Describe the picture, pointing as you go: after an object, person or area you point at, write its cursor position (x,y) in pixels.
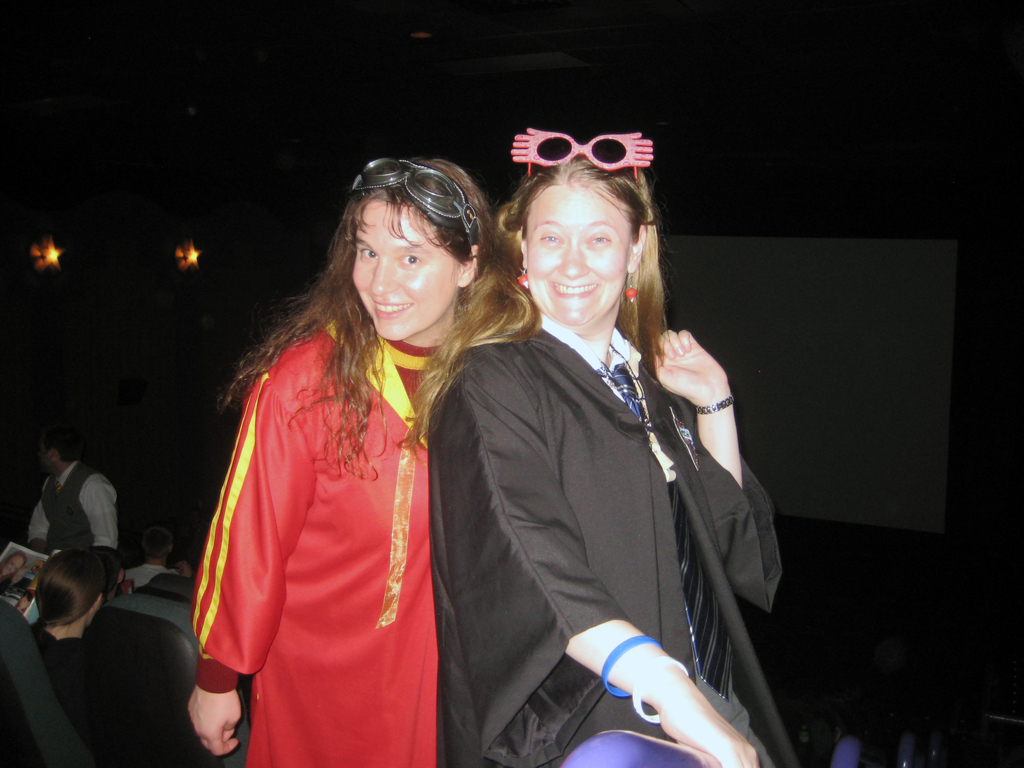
On the left side (334,279), there is a woman (343,334) in red color coat (360,553), smiling and standing. Beside her, there is another woman (698,346) in black color coat (551,401), smiling and standing. In the background (54,451), there are other persons (94,561) and there are lights (183,261). And the background (26,234) is dark in color.
